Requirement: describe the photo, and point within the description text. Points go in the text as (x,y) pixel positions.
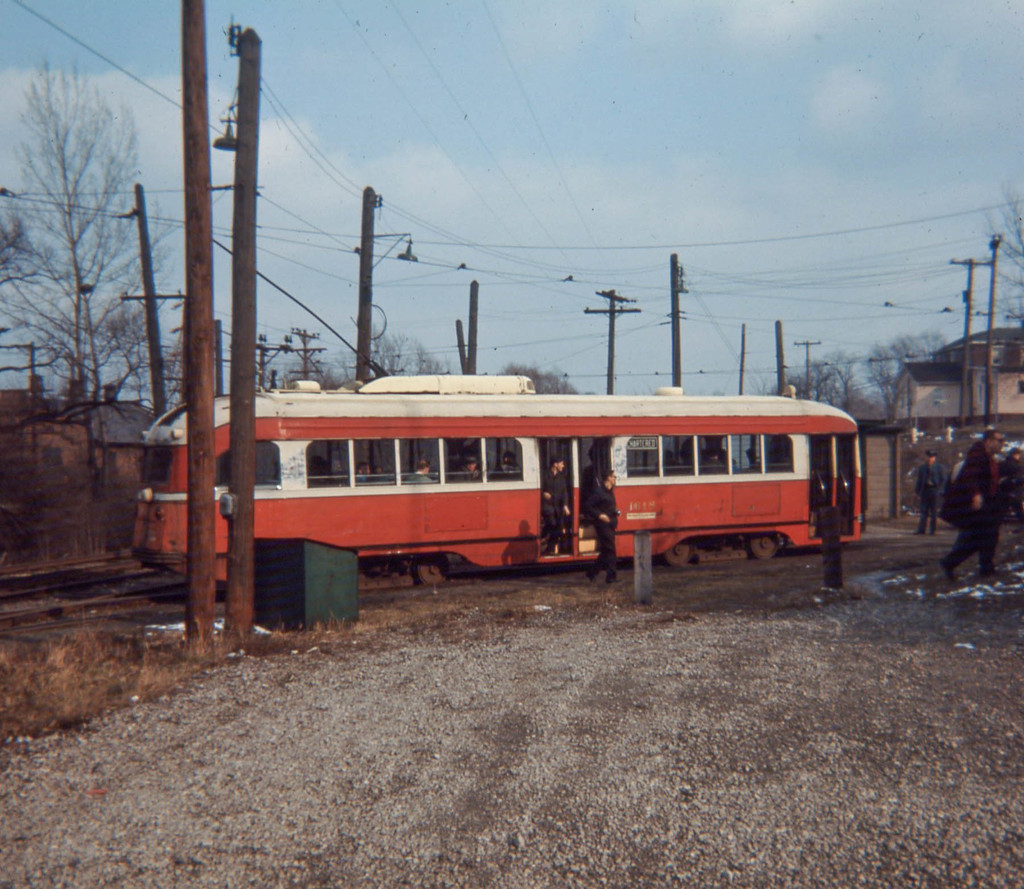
In this image there is a train (466,539) on the rail track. There are people (557,514) in the train (532,521). Right side there are people (977,532) on the land (772,584). There are poles (200,335) connected with the wires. Background (907,381) there are trees (55,390) and buildings (931,384). Top of the image (505,71) there is sky (471,54). Left side (293,618) there is an object (328,618) on the land (351,710) having grass (94,710).
